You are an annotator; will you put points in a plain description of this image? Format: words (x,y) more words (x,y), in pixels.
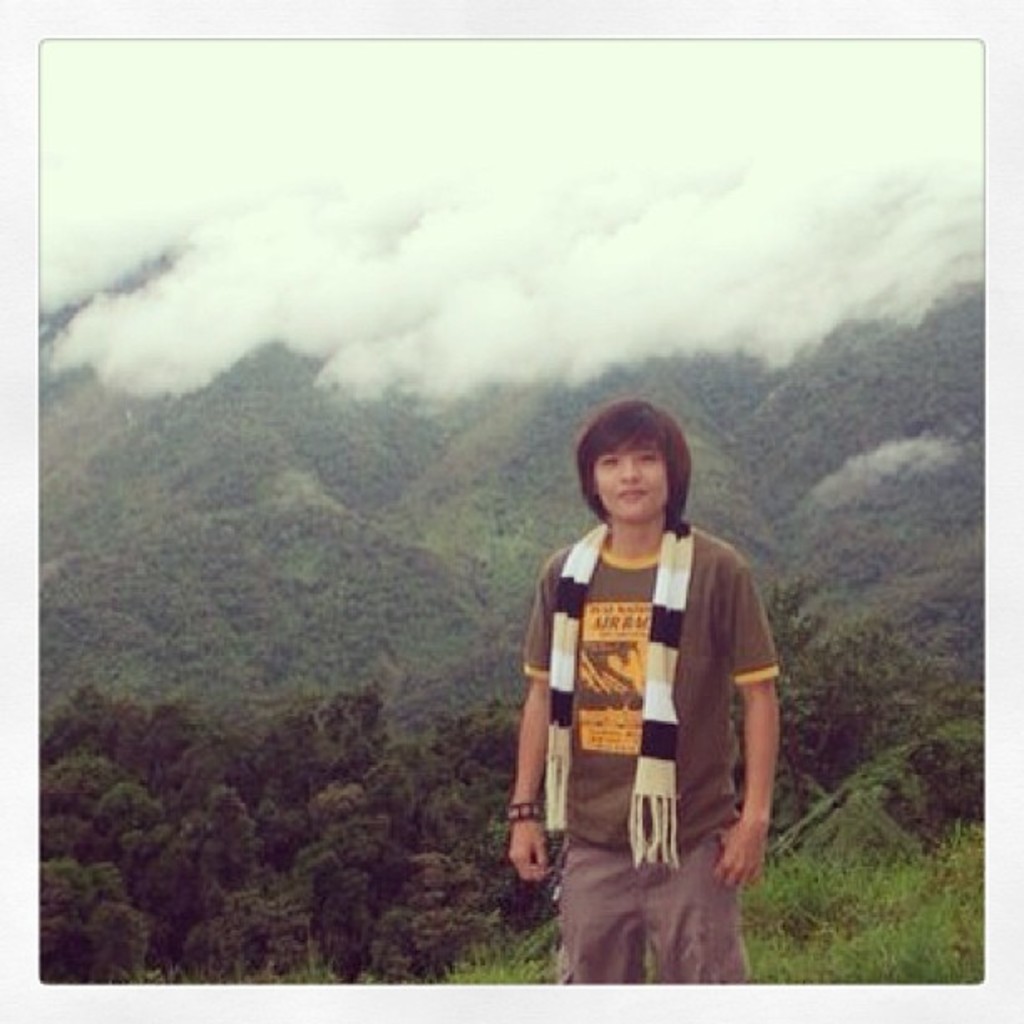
In this image we can see a person (644,751) standing. On the backside (373,633) we can see some grass (807,866), trees (297,818), hills (444,545) and the sky (537,241).
